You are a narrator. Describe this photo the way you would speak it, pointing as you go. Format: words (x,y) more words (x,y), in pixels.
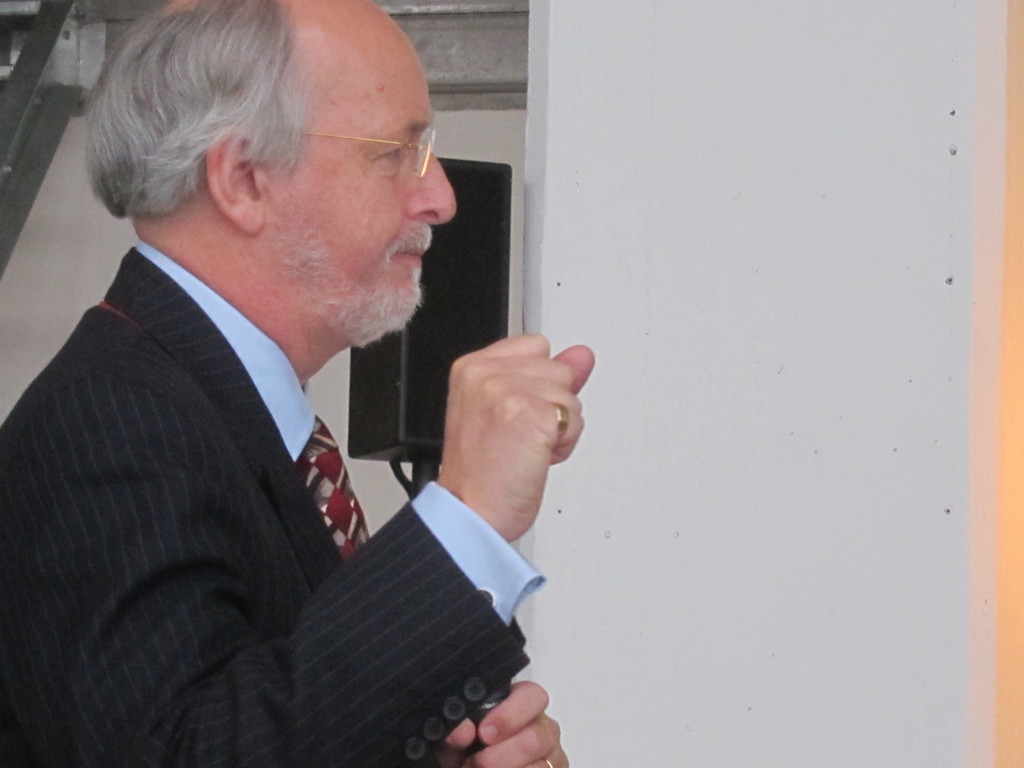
In this image, at the left side (304,742) there is an old man (301,654) standing and he is wearing specs (419,167), in the background (731,476) there is a white color wall (744,268) and there is a black color speaker (474,347).
